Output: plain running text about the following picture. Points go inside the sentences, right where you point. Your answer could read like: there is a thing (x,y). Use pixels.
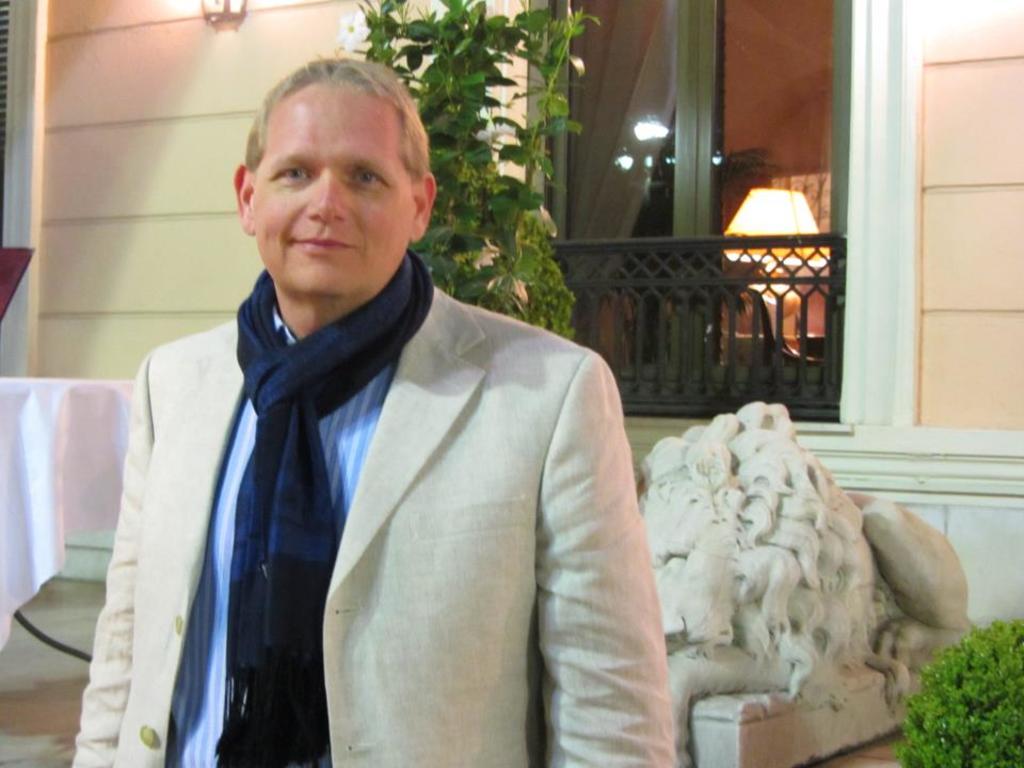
In the foreground of this image (395,691), there is a man (316,485) in the suit (381,642) standing and posing to the camera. In the background (632,125), there are plants (414,79), wall (234,32), window (658,151), light (645,138), sculpture like an object (807,614) and a table (31,495).
